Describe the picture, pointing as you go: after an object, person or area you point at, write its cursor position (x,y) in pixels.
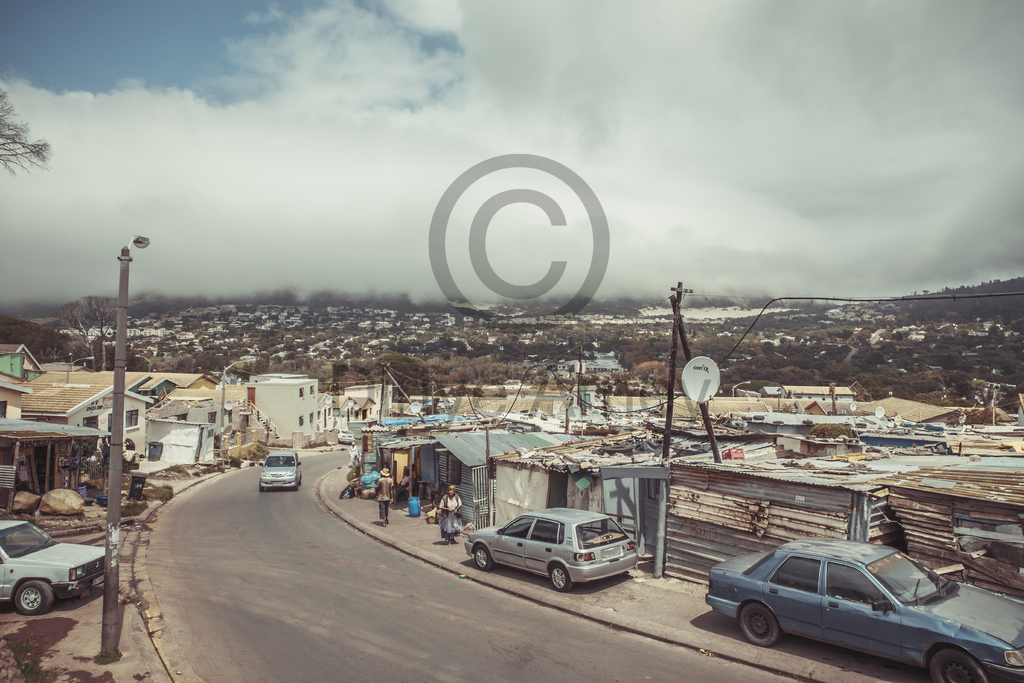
In the center of the image (584,291) there is a watermark (584,291) and a few vehicles (552,517). In the background (250,18), we can see the sky (443,104), clouds (437,111), buildings (969,541), trees (560,339), poles (672,374), few people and a few other objects (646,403).
